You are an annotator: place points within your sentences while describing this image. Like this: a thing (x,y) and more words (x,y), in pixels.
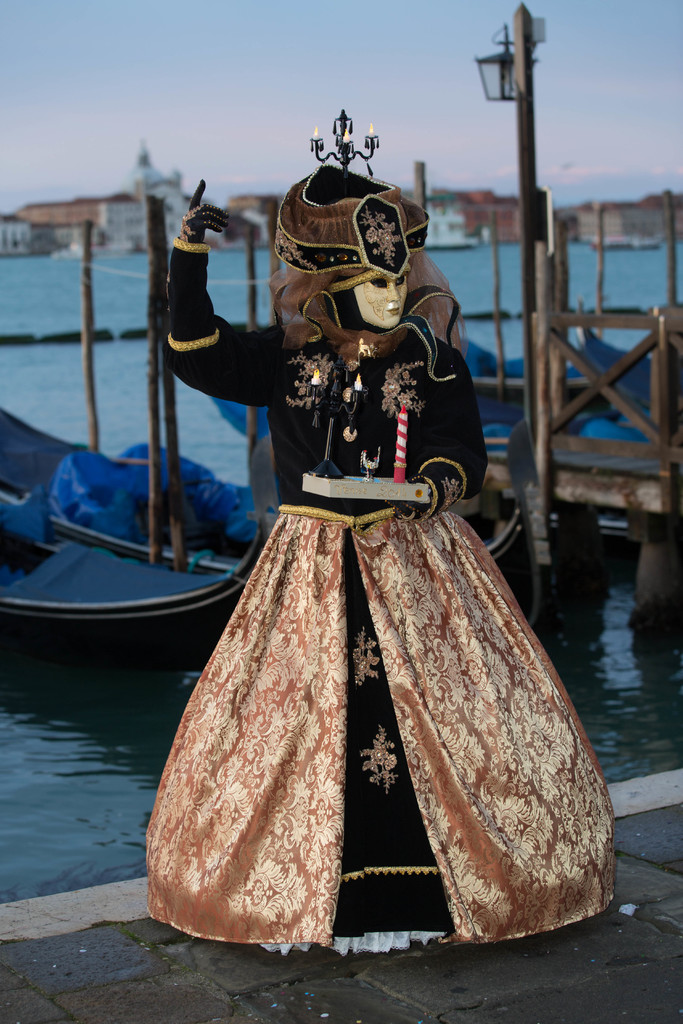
In this image, we can see a person (438,419) and at the back of this person (415,601) there is a sea (126,275) and there are also some houses (118,201).
